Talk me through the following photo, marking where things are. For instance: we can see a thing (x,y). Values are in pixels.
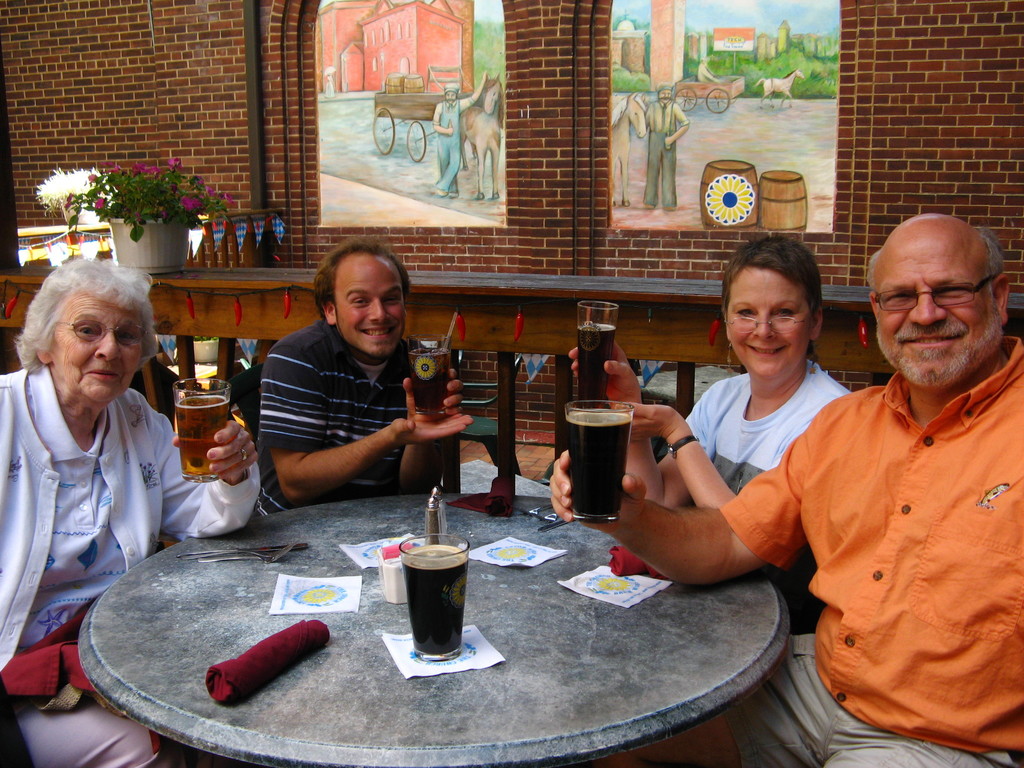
In this image i can see 2 men (866,506) and 2 women (111,472) sitting on chairs (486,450) around the table (557,578), all of them are holding glasses (587,329) in their hands (229,447). On the table (259,696) i can see a cloth (289,635), few papers (477,655), a glass (453,569) and a salt shaker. In the background (181,75) i can see the wall (177,98), a flower vase (166,187) and a scenery (382,130).
